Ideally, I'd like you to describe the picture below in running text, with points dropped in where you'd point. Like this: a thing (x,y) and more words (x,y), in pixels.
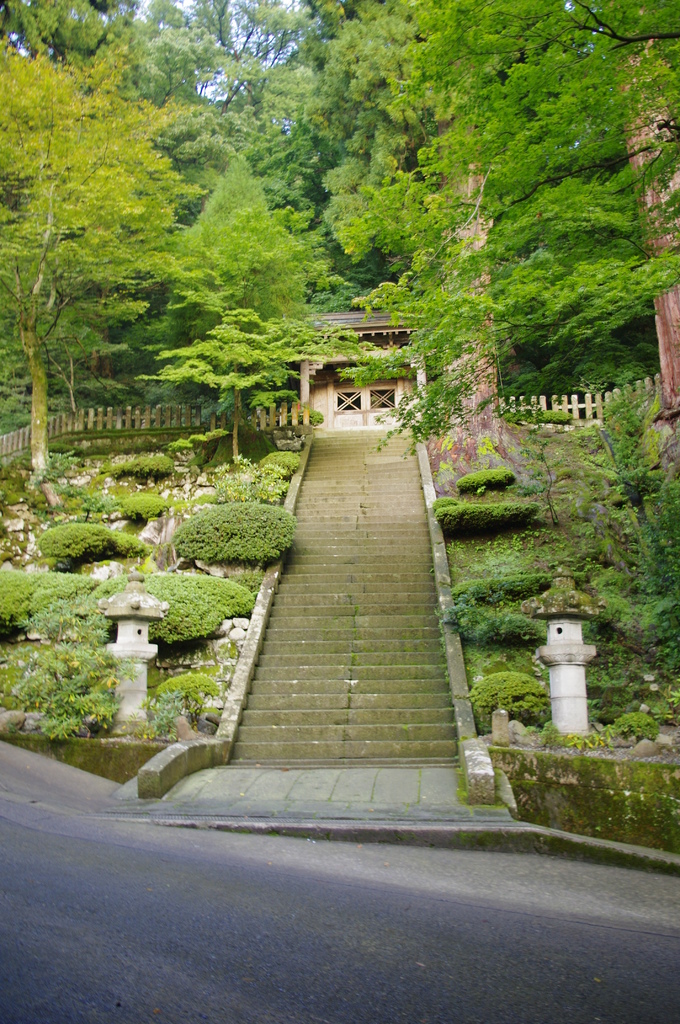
In this image there are poles (144,662) and plants (227,612) and there are steps (363,551). In the background (303,238) there are trees (358,271) and in the center (336,364) there is a house (339,362) and there is a fence (640,398).
